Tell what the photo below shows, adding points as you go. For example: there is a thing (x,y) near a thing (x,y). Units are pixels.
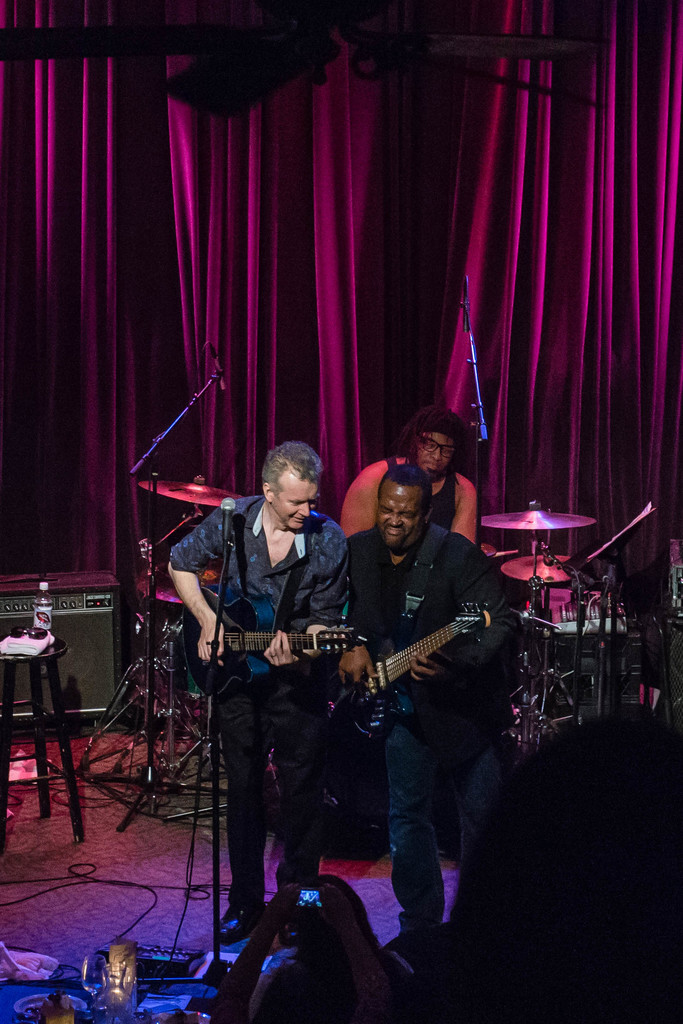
In this image, we can see a few people (477,778). Among them, two people (385,665) are holding musical instruments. We can see some microphones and other musical instruments (206,492). We can see the ground (82,800) and some wires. We can see a table (54,651) with some objects (39,621) like a bottle (41,608) and spectacles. We can also see some curtains (485,65). We can see an object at the top (479,58).
